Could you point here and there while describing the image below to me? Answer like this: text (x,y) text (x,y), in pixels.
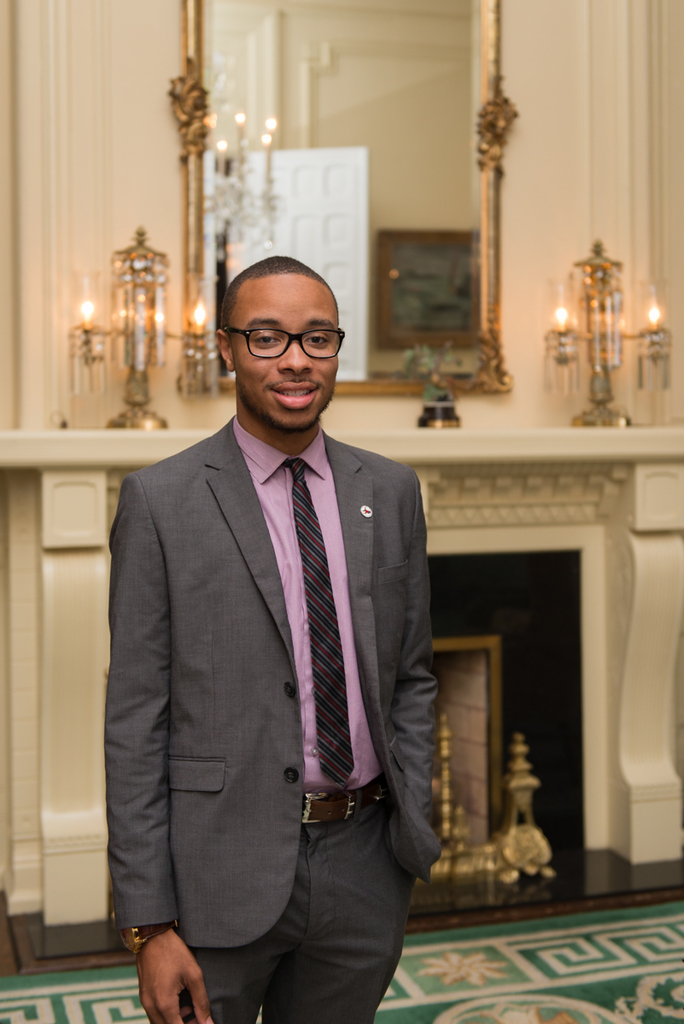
In this image there is a person (300,624) standing on the floor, few decorative lights (615,419) on the surface (418,464) and there is a fireplace (512,726) under the surface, a mirror (349,198) and there are reflections (349,216) of lights (265,214), a door (325,272) and a frame (381,305) attached to the wall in the mirror (439,211).
